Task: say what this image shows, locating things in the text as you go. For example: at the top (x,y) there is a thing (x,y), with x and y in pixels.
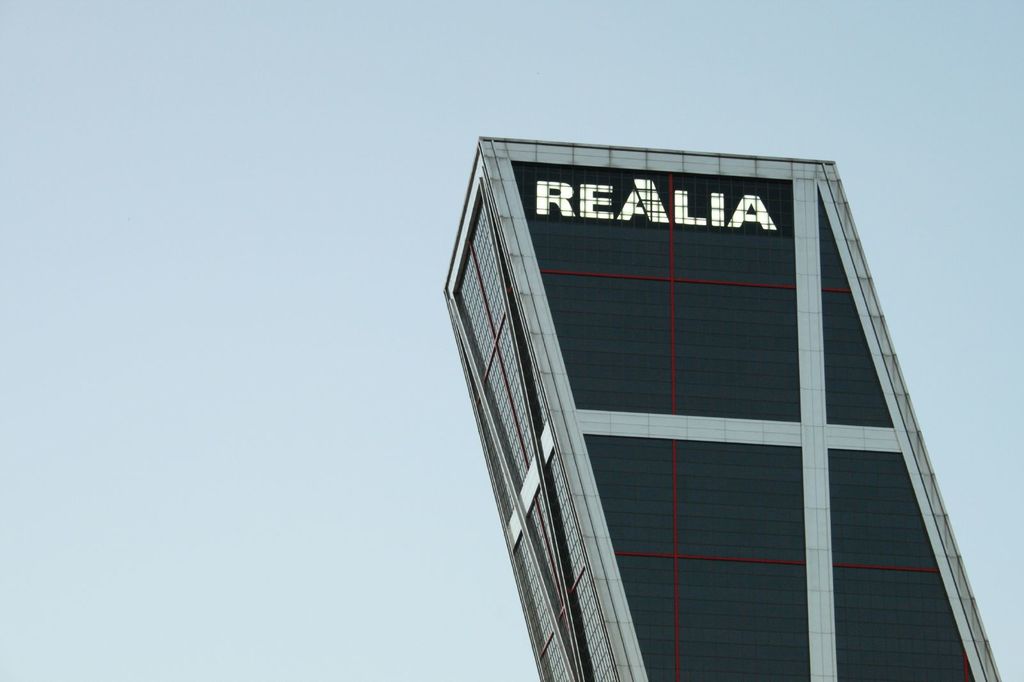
In this picture there is a building (681,359) and there is text (653,202) on the building (478,212). At the top (320,151) there is sky (196,202).
